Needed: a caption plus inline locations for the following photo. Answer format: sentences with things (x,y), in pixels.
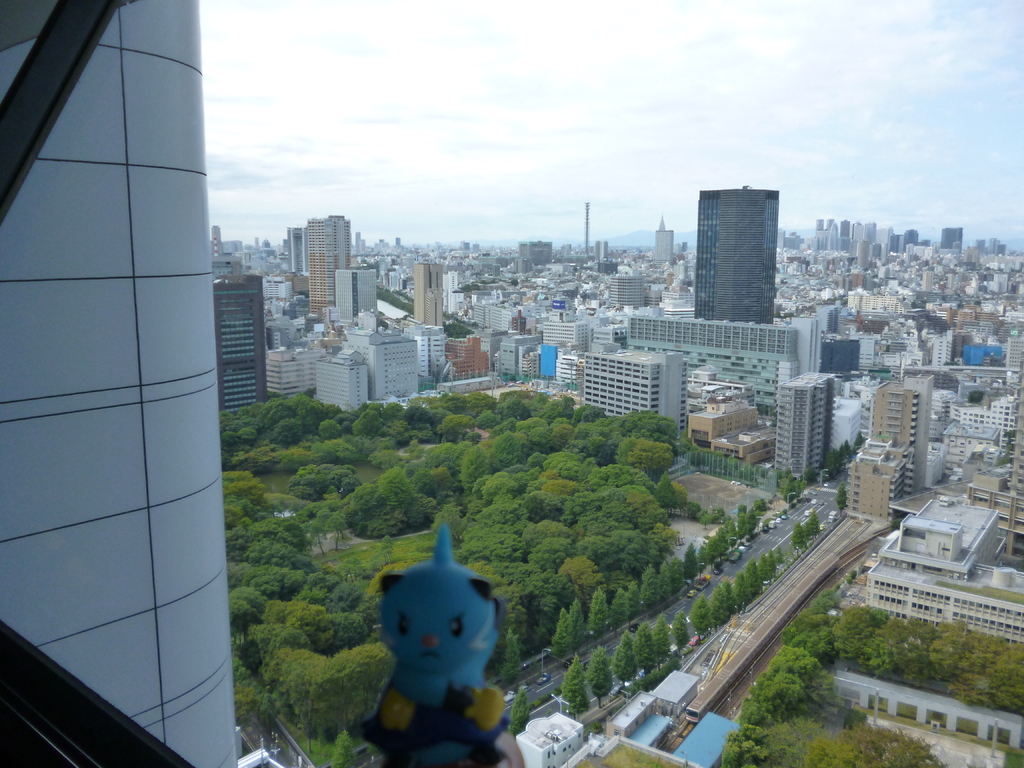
In this image, there are so many buildings (442,371), trees (551,506), roads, vehicles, toy (406,651) and glass objects (164,419). Top of the image (370,155), there is the sky (456,87).
